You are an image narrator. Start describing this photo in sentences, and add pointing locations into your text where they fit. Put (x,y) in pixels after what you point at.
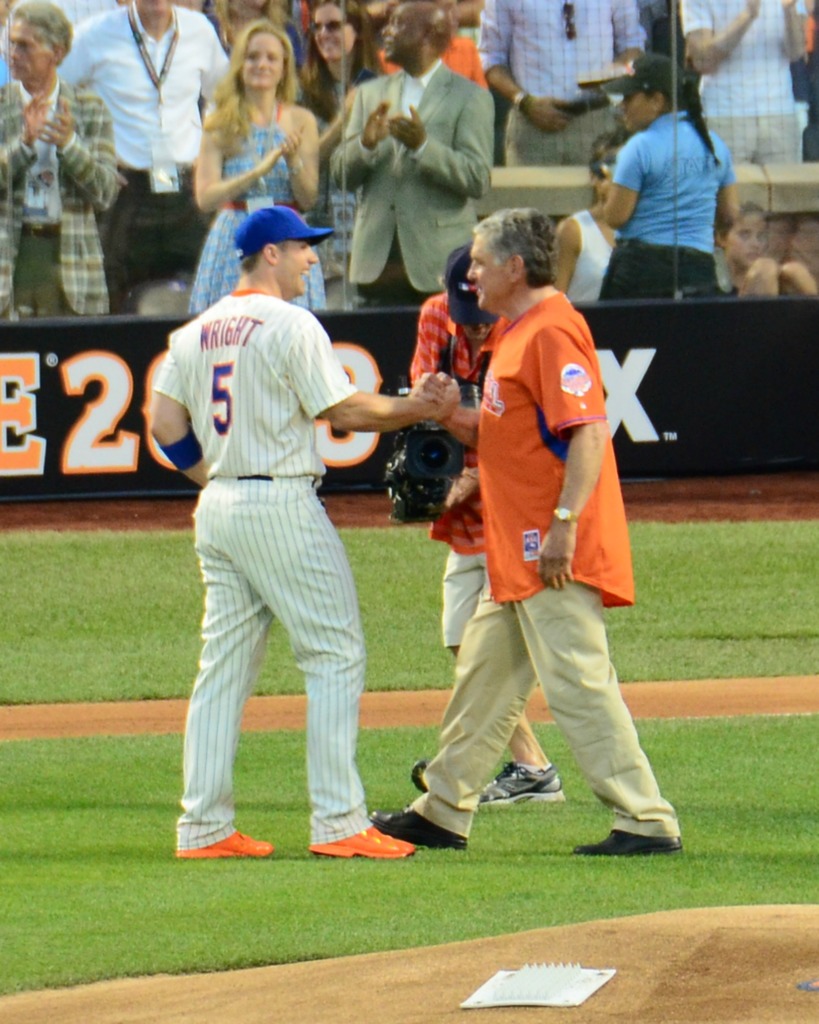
There are members (313,423) standing here. One of the men (451,364) is a cameraman (451,364) who is wearing a cap (462,288). The other two (439,406) are shaking their hands (424,417). One is in the white dress (249,426) and the other is in orange t shirt (509,457). All of them are in the ground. Behind them, in the background (232,79) there is a fence (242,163) and behind the fence (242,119) there is a woman (260,138) standing and clapping. Along with this woman (263,141) there are some people (437,37) here.
